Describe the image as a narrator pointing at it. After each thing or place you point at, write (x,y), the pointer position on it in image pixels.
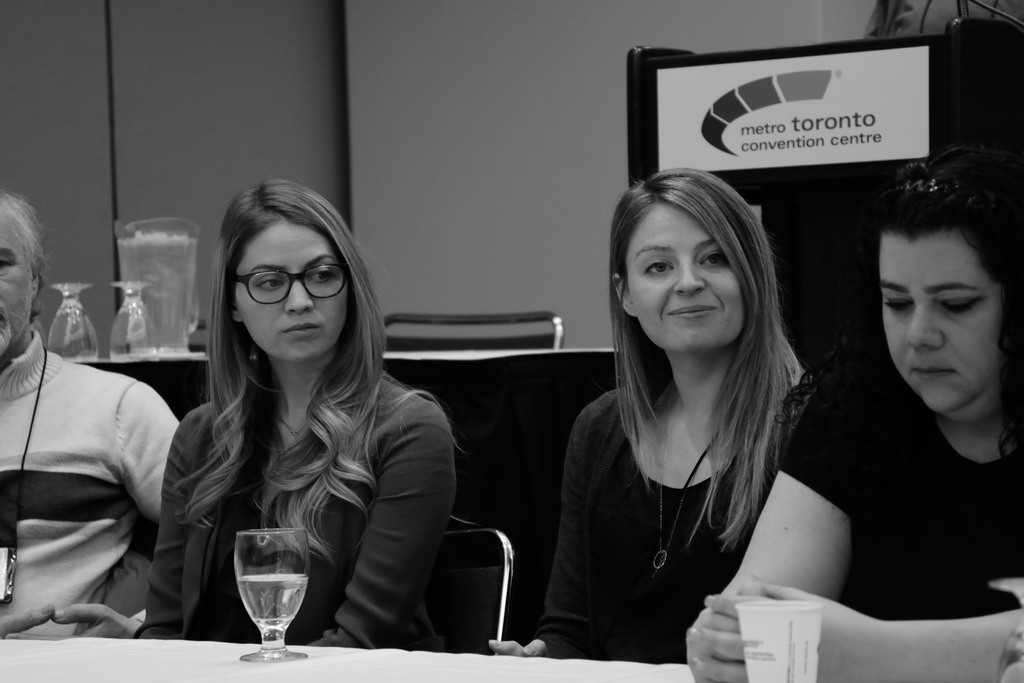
As we can see in the image there is a white color wall (484,181), glasses (81,308) and four people (355,488) sitting on chairs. In front of them there is a table (541,667). On table (527,667) there is a glass (295,614).
